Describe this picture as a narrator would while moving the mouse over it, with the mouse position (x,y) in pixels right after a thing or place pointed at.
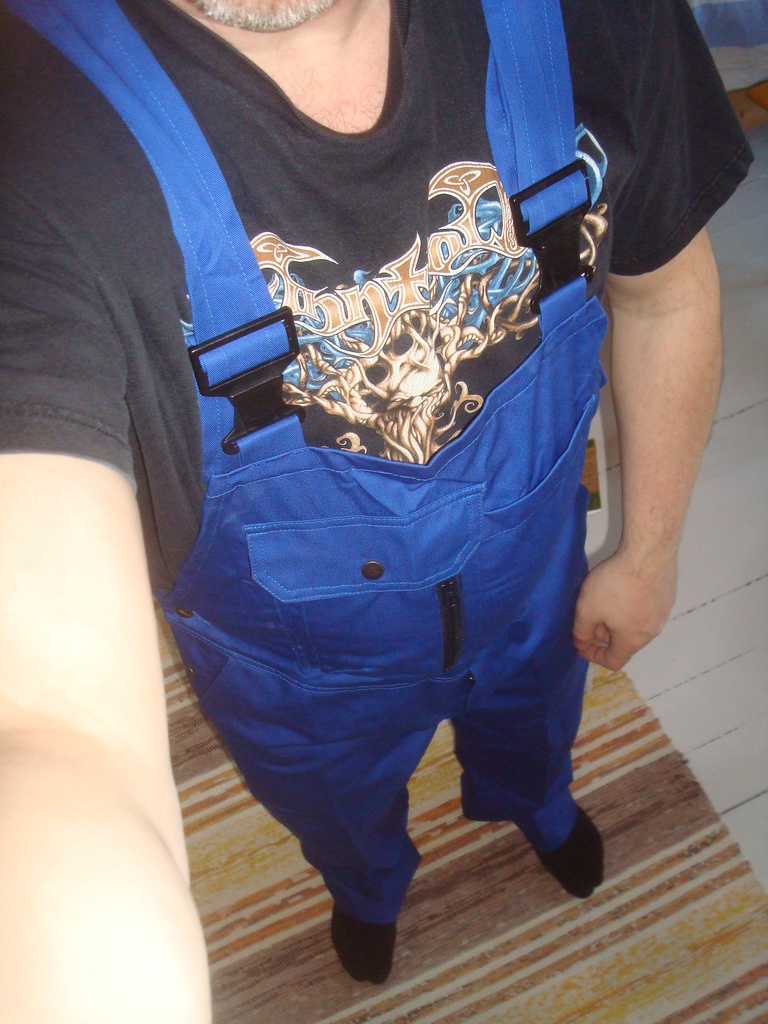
In this image, we can see a person (397,378) whose face (300,22) is not visible wearing clothes (516,429). There is a mat (616,824) on the floor (712,729).
